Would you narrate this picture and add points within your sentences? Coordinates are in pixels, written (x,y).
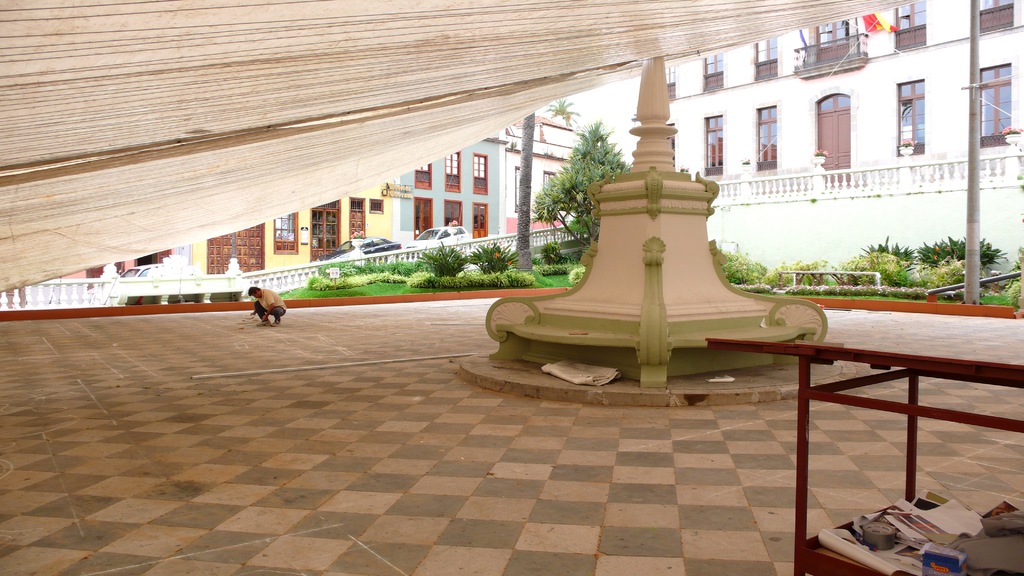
This image consists of a man (275,306) in squatting position. At the bottom (186,491), there is a floor (156,424). In the background (722,90), there are buildings (953,91) and cars (373,252) parked on the road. In the background (522,243), there is a tree (522,265) along with the grass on the ground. To the right (909,444), there is a table (983,418). At the top (287,103), there is a cloth (187,98) in white color.
